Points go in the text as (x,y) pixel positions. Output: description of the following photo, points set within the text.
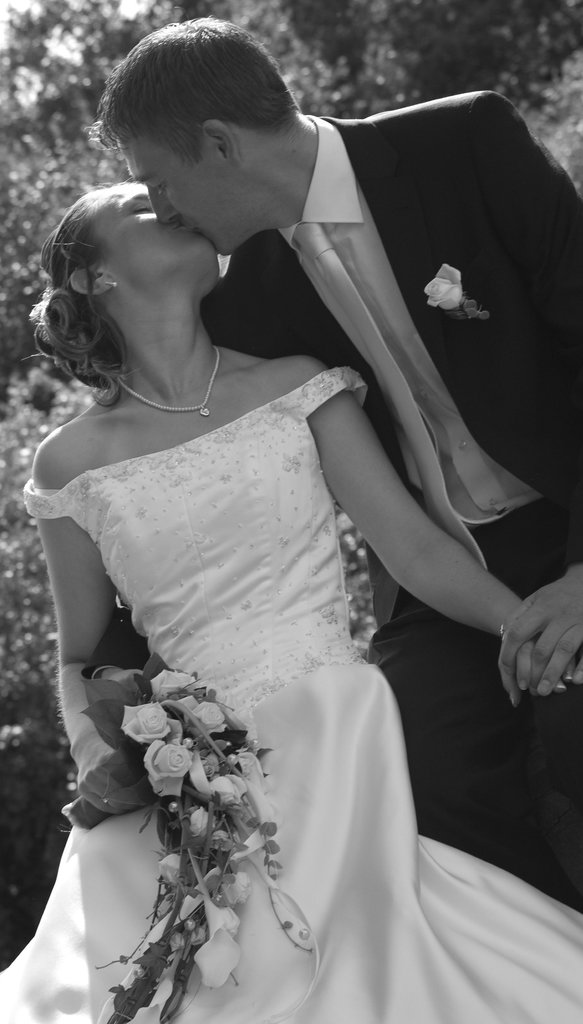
This is a black and white image. In this image there is a man (537,197) and a woman (304,570). Woman (209,562) is holding a flower bouquet (158,773). In the background (110,24) there are trees (415,22).
